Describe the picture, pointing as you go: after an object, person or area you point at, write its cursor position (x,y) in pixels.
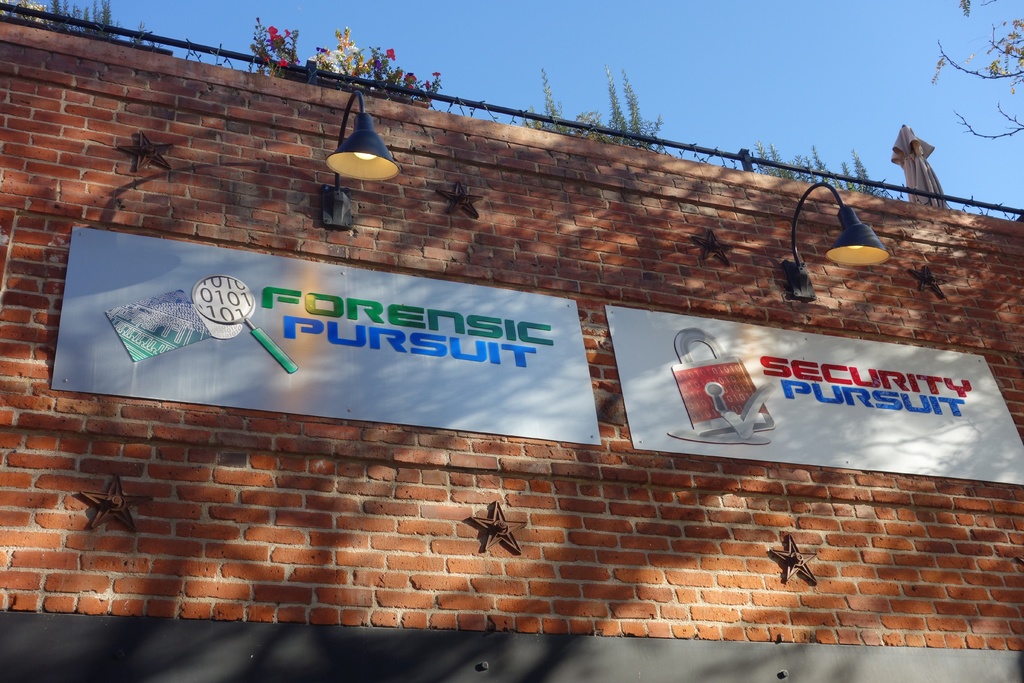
In this picture we can see a brick wall (651,546), there are two hoardings (821,384) and two; lamps (872,231) on the wall (528,212), we can see some plants (398,74), flowers (355,70) and the sky (729,25) at the top of the picture (639,29).
